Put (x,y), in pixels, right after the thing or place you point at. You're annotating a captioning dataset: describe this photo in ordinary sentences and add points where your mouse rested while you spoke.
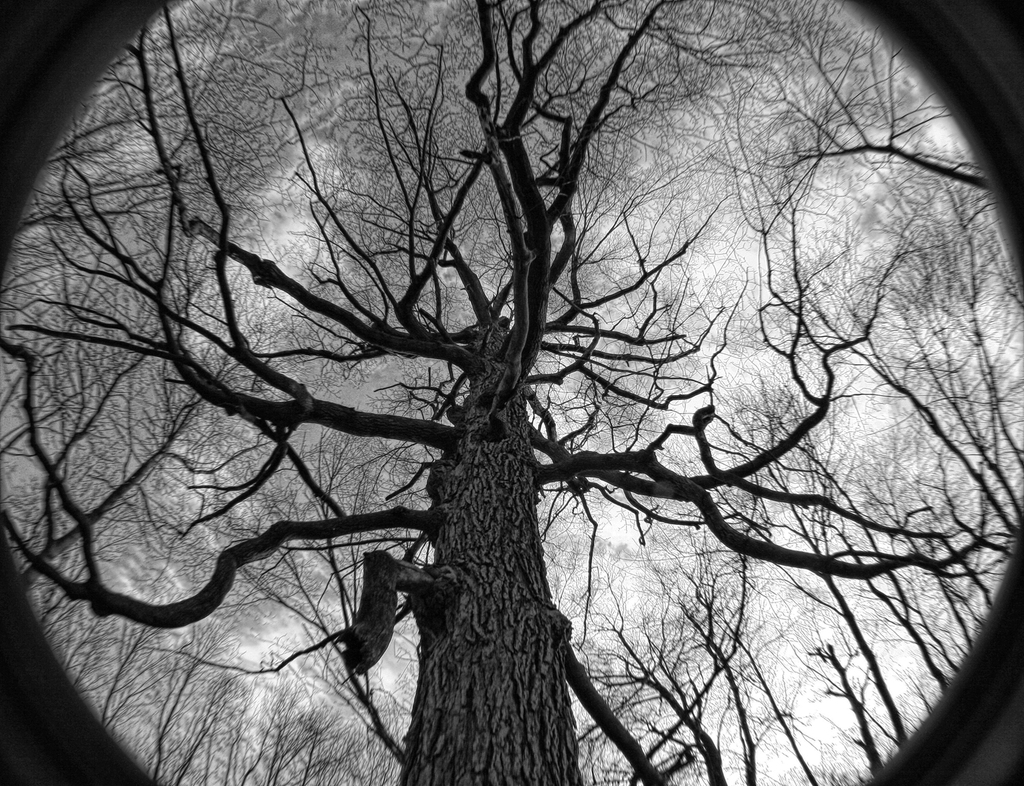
There is a dry tree (513,640) at the center (497,521) surrounded by other dry trees (981,512). There is sky (607,291) on the top (500,53).
